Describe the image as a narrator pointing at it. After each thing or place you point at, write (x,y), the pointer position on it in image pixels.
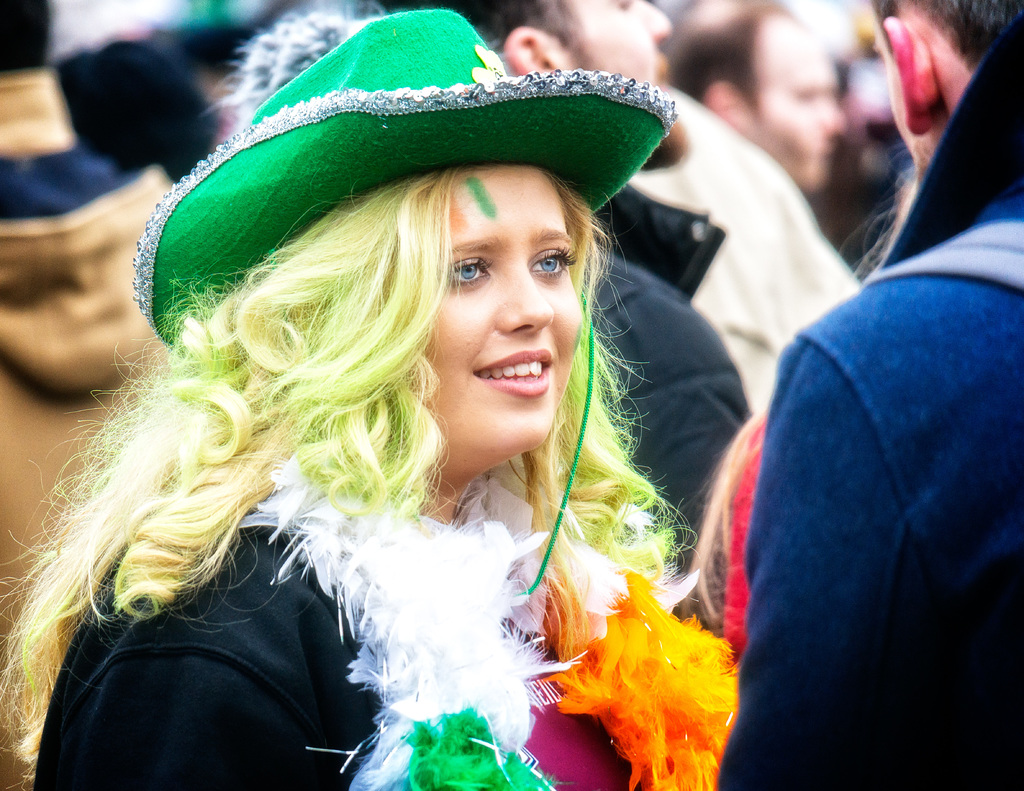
In the picture we can see a woman (571,645) with a costume (682,644) and green hat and colored hair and around her we can see some people (737,613) are standing.
